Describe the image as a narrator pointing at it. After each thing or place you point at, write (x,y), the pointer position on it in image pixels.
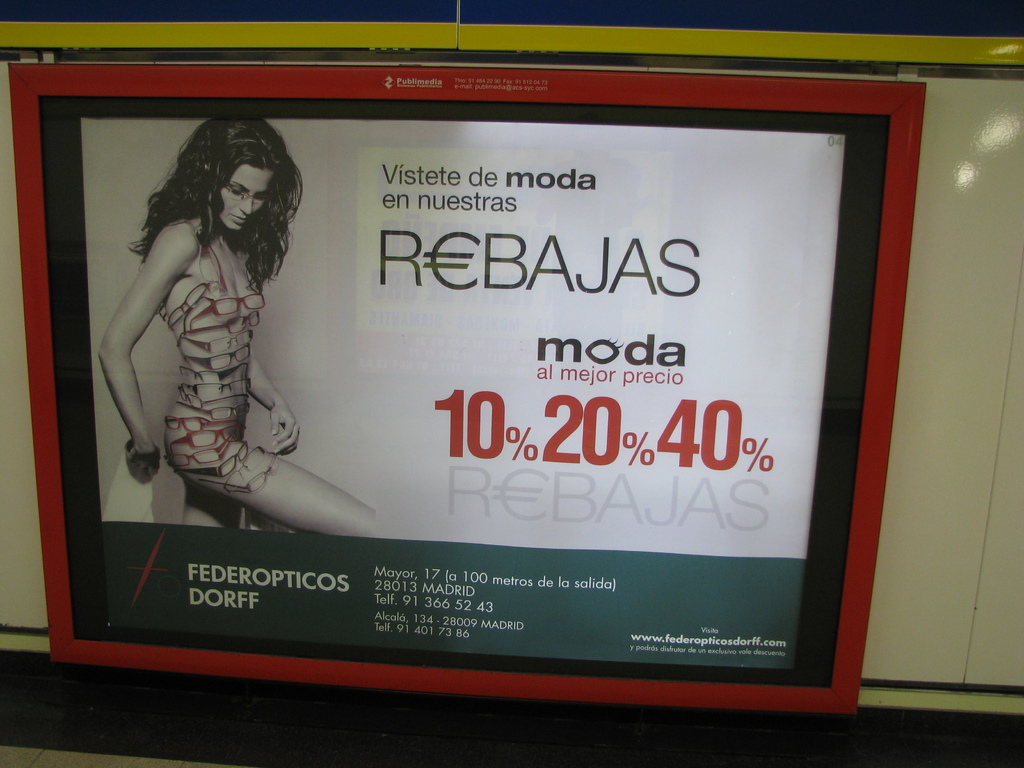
In this image I can see the board (327,319). In the board (372,258) I can see the person (204,424) standing and I can see something written on the board (672,526) and the board (889,446) is attached to the white color surface (946,375).
